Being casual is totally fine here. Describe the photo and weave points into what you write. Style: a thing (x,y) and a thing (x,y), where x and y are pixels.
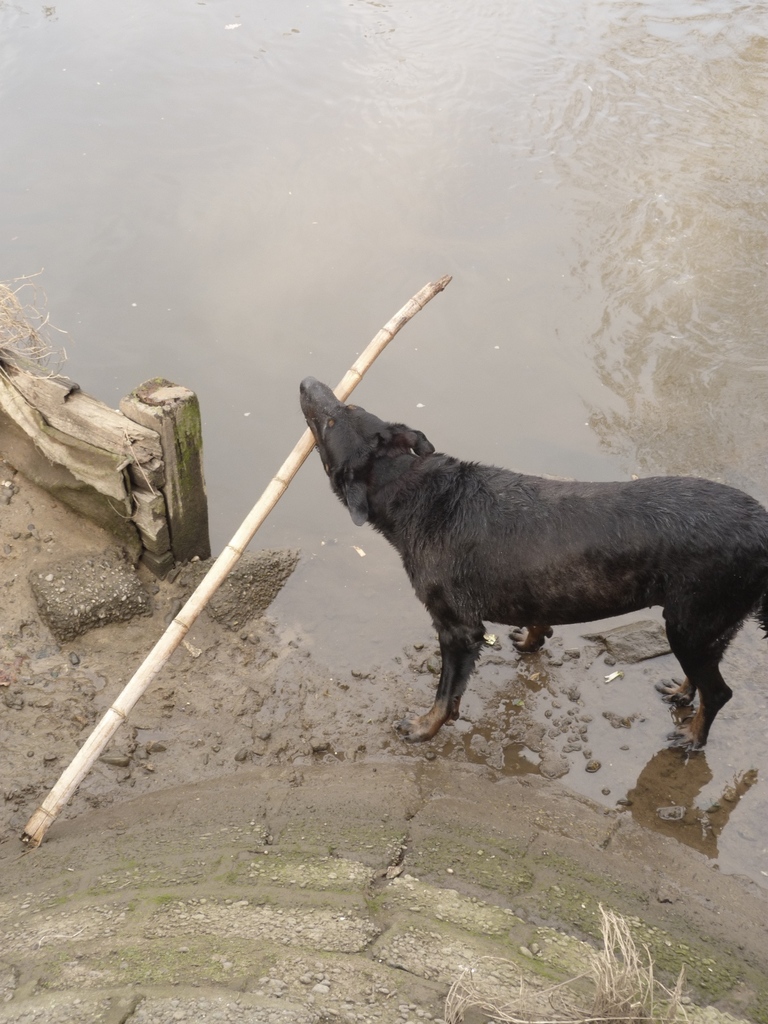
In this picture we can see a black color dog (514,552) is standing and holding a stick (288,470) with its mouth (322,462), there is water (468,142) in the middle (371,587), we can see some stones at the bottom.
